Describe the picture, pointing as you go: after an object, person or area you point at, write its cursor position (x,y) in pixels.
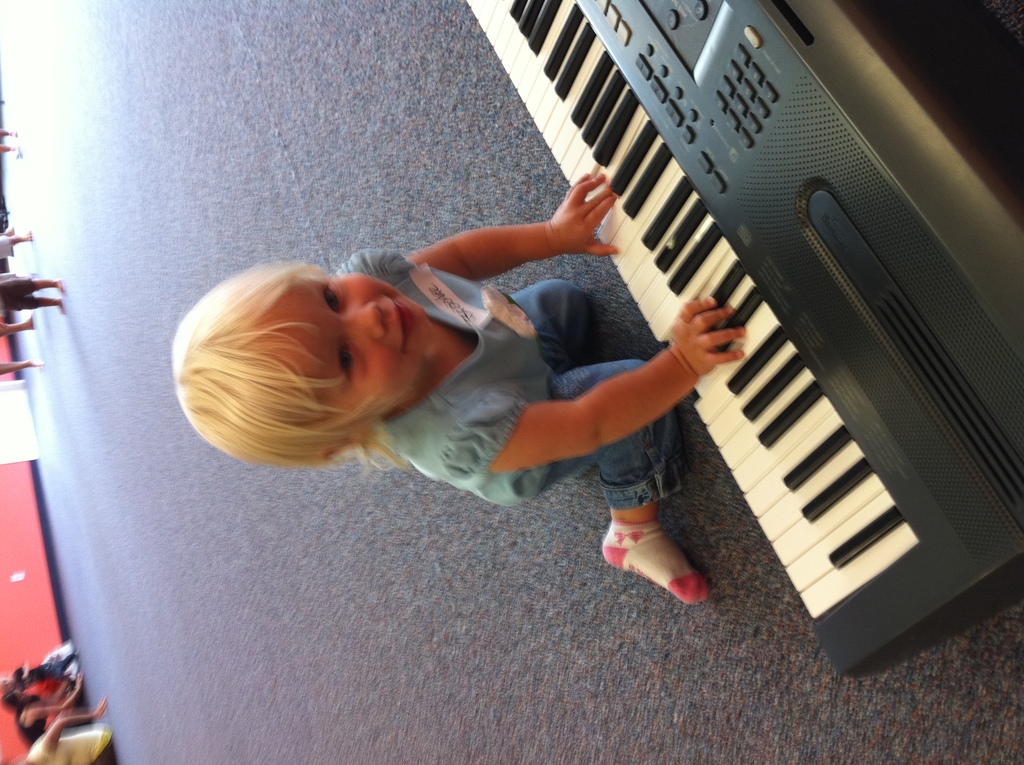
In this image we can see a child (441,388) sitting on floor (715,516) is playing piano (752,476). In the background (35,748) we can see few people (15,291).
